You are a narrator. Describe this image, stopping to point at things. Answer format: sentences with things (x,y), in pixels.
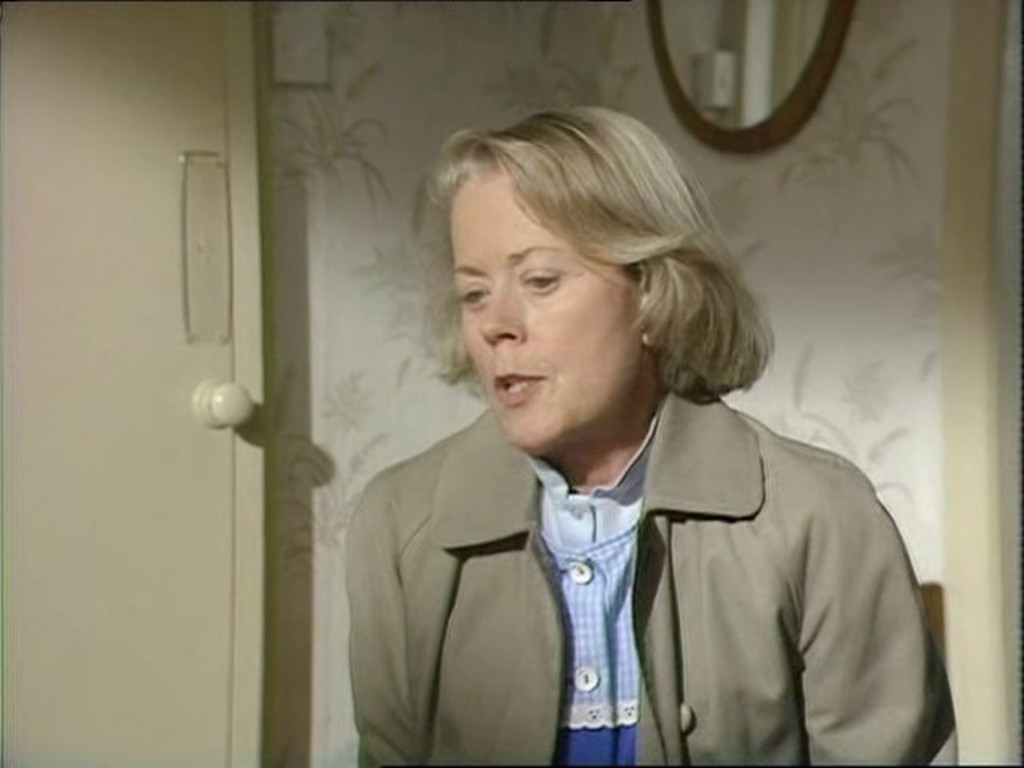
This image consists of a woman (606,559). She is wearing a coat (428,612). There is a door (131,471) on the left side (67,576). There is a mirror (685,50) at the top (680,99).
